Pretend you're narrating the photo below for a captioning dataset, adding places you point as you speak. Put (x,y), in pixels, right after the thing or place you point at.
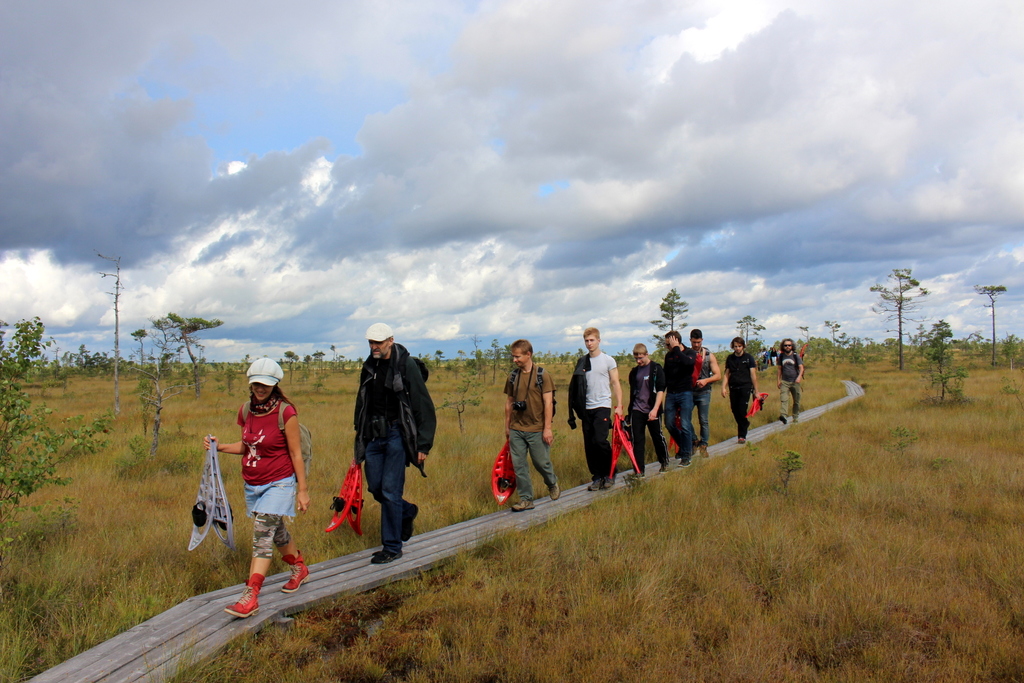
This picture is taken from outside of the city. In this image, in the middle (529,430), we can see a group of people (732,389) are walking on the bridge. On the right side (1002,291), we can see some trees (1004,350), plants (1001,363). On the left side (6,404), we can see some trees (155,419) and plants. At the top (364,109), we can see a sky (519,131) which is a bit cloudy, at the bottom (539,552), we can see a grass (292,525).
